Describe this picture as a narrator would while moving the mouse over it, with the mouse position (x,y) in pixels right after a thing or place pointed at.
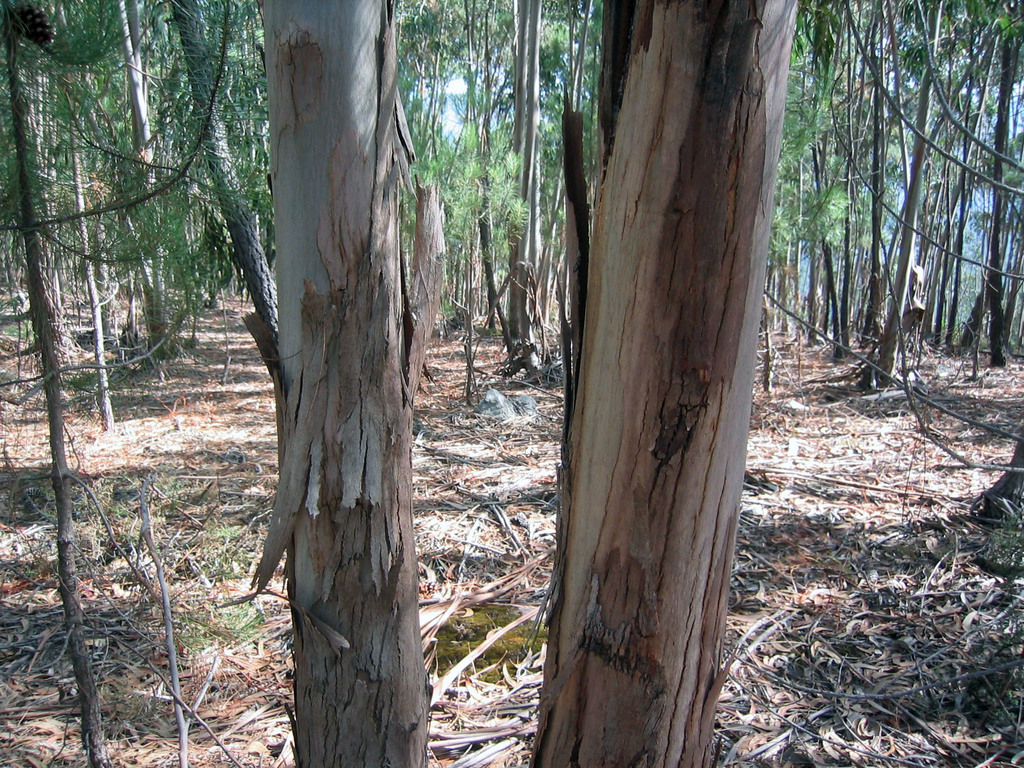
This picture is clicked outside the city. In the foreground (316,357) we can see the trunks (715,204) of the trees (678,517). In the background (979,637) we can see the ground (982,598) and the trees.
